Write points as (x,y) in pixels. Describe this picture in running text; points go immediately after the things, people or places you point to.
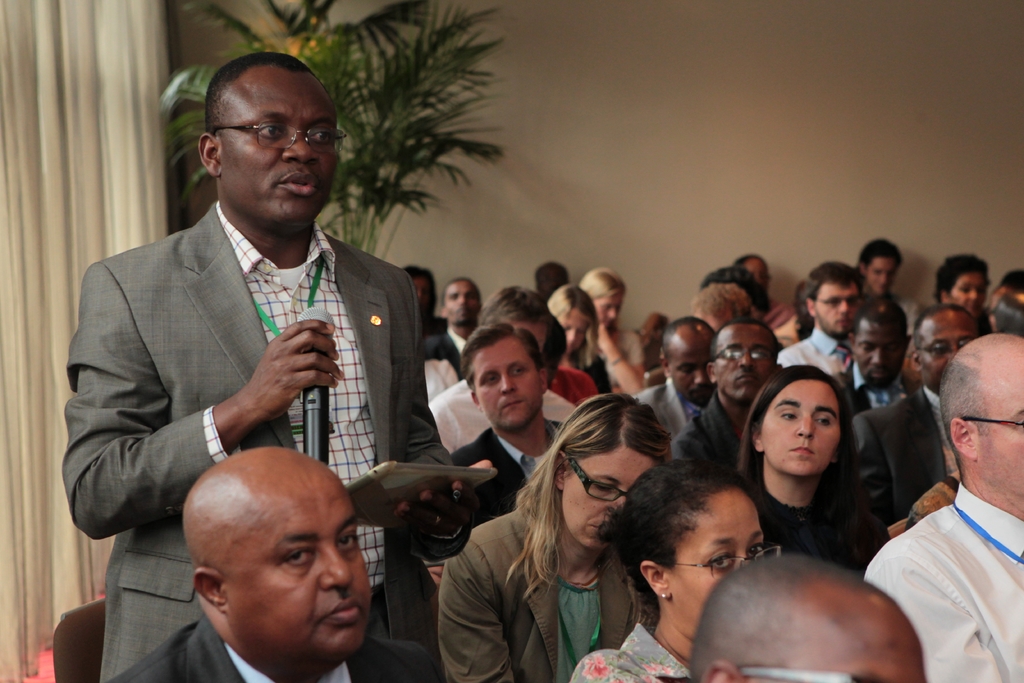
In this image we can see a crowd (664,490) sitting and a man (408,430) standing by holding a mic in one hand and tablet (414,496) in the other hand (424,500). In the background (134,182) there are curtain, houseplant (341,123) and walls (786,148).
